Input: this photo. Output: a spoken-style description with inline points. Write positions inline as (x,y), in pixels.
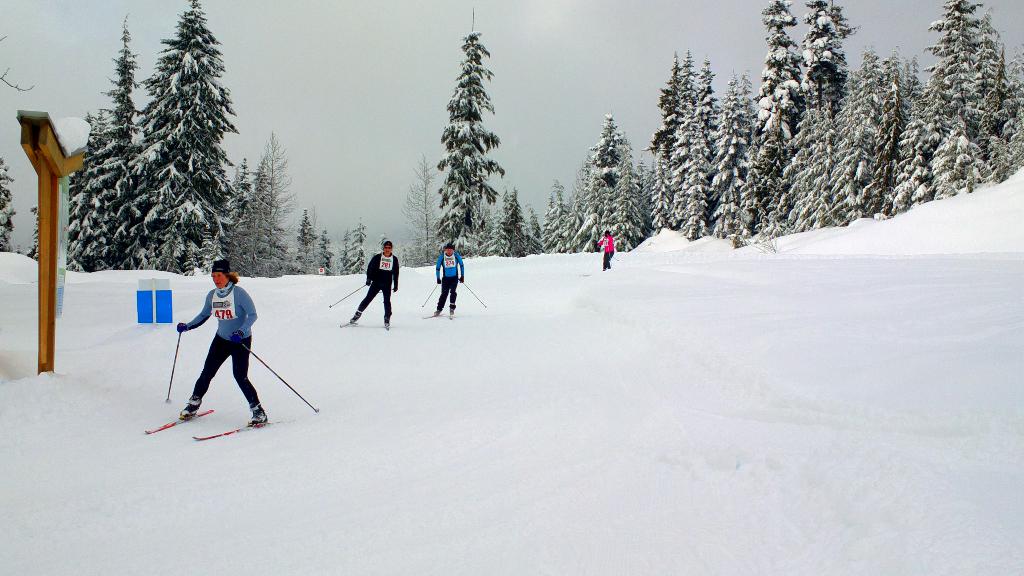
In this picture I can see trees (482,120) and few people (177,329) skiing and I can see snow (529,427) on the ground (142,392) and a wooden pole (48,248) and I can see a cloudy sky (429,76).
